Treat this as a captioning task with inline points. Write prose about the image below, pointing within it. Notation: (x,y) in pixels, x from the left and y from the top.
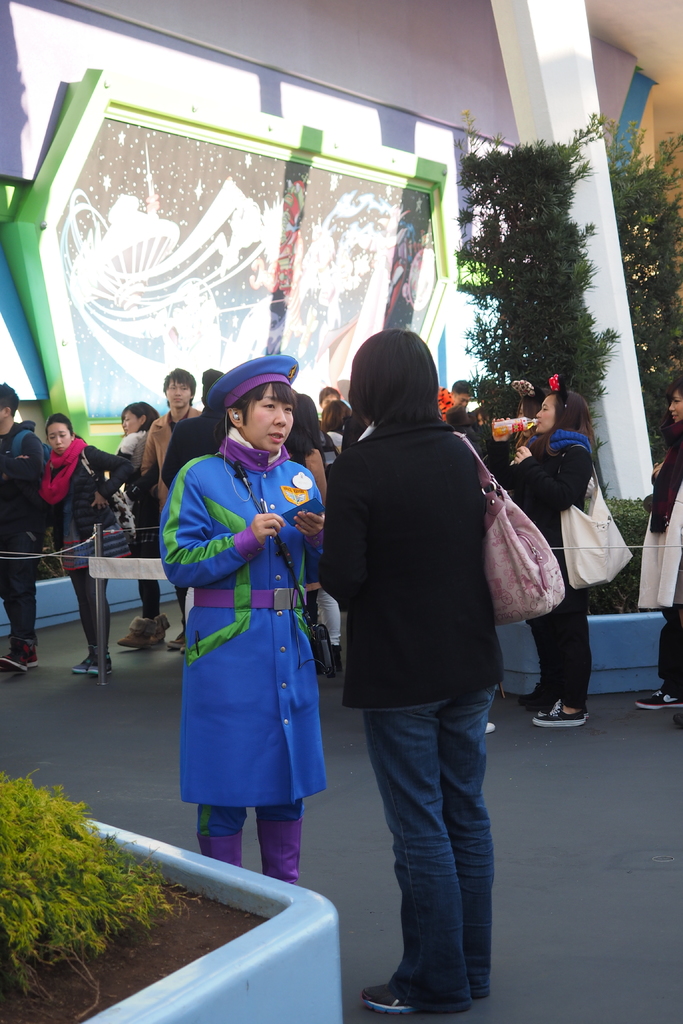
In this picture I can see there are two women (420,696) standing, the person (279,523) to left (222,702) is wearing a blue uniform (252,682) and a cap (292,379), the person (381,503) on to right (528,537) is wearing a hand bag (507,594). There are few people (668,410) standing in a queue (309,454) and there are few plants (568,305), there is a painting (309,252) on the wall (329,14) and there is a building (381,104) on to left (4,74).
